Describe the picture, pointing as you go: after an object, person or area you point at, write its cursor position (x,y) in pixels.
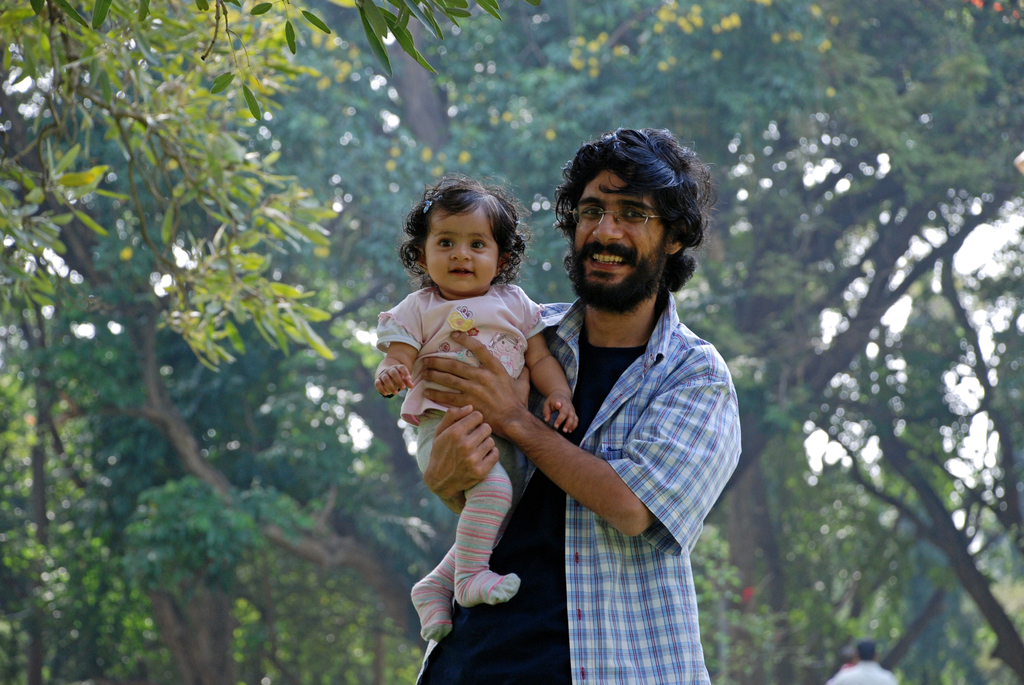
In this picture I can see there is a man (634,330) standing here and he is holding a child (501,471) in his hand (469,445) and the baby (464,286) is smiling and in the backdrop (288,308) there are trees (748,583) and there are two persons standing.
